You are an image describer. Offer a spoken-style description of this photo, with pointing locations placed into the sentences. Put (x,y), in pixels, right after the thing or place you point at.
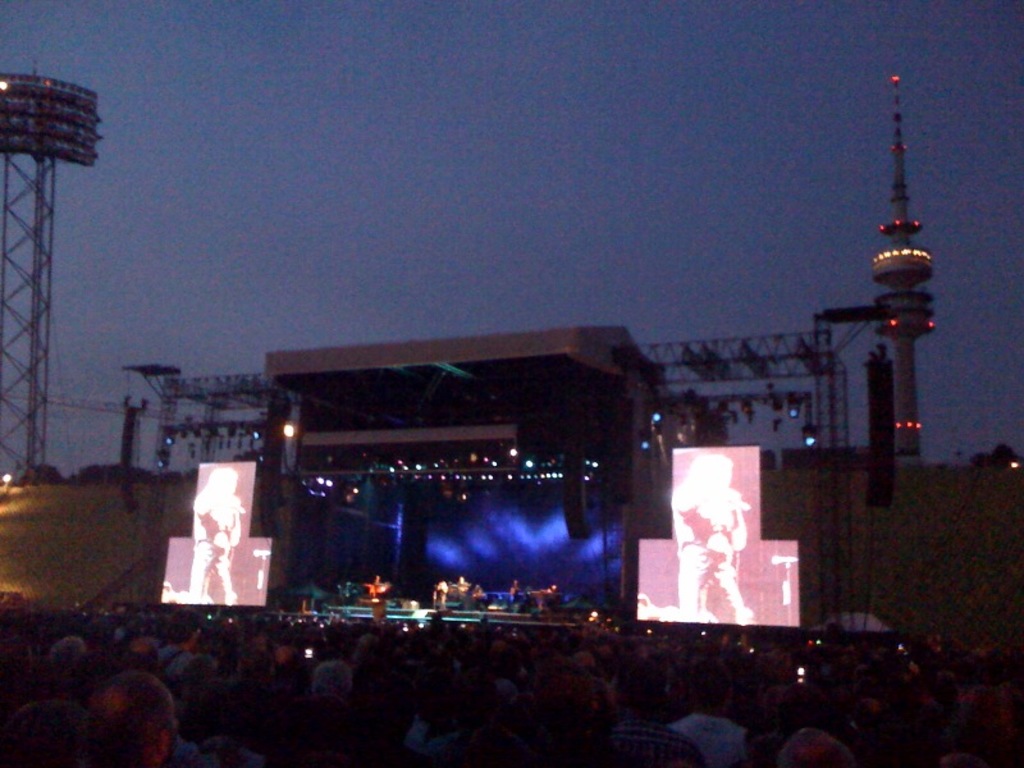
In this image at front (707,726) people (720,669) are standing on the floor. At the background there are towers (899,252). In the center of the image (440,387) there is a stage (467,538). Beside the stage (296,506) there are two LCD screens (660,548). At the top of the stage (479,465) there are lights (654,418).
